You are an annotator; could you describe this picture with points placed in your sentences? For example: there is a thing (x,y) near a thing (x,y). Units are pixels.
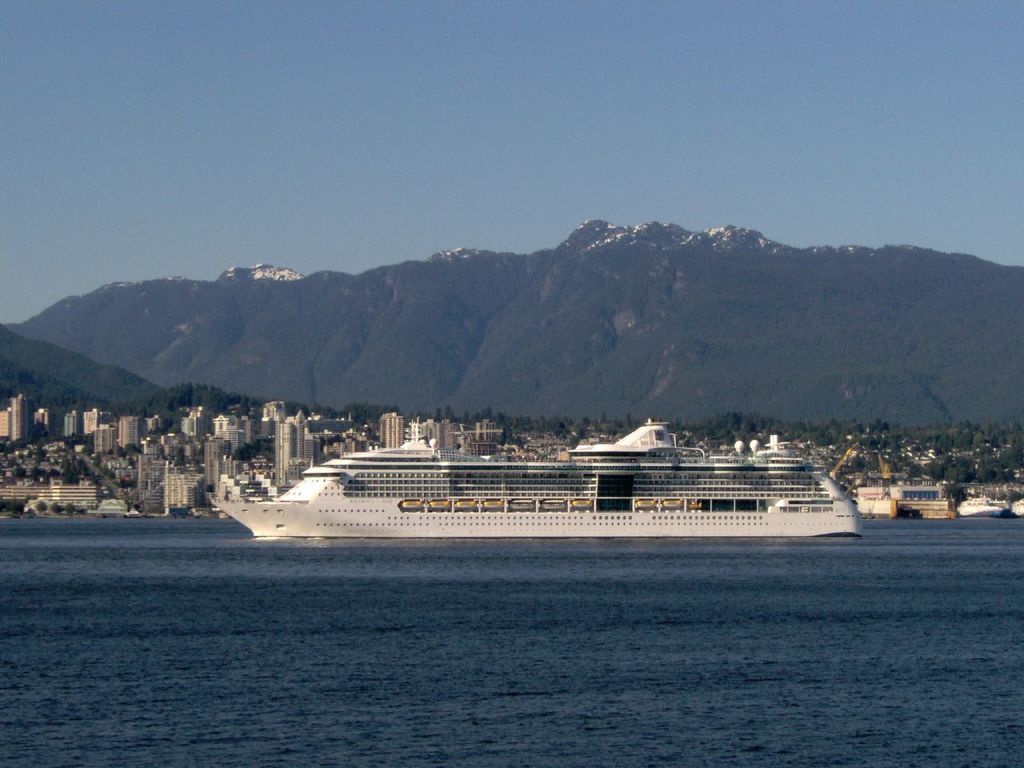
In this picture we can see ship (398,458) above the water (356,613). In the background of the image (365,407) we can see buildings (238,420), trees (51,389), hills (493,354) and sky (543,212).
